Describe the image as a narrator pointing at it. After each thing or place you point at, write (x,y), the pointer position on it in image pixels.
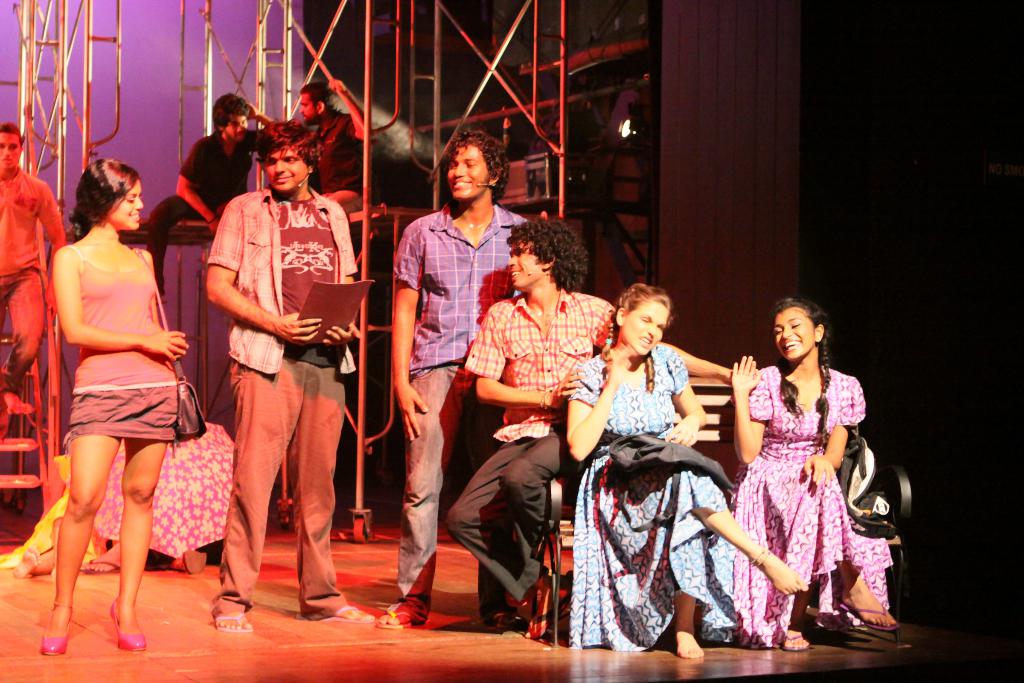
On the right side of the image (757,390) there are three people (801,402) sitting on the bench (554,506). Beside them there are three (80,315) standing on the floor (268,626) and they were laughing. Behind them there are a few other people (15,171). In the background of the image (154,78) there is a wall (160,64). There are metal rods (208,39).
